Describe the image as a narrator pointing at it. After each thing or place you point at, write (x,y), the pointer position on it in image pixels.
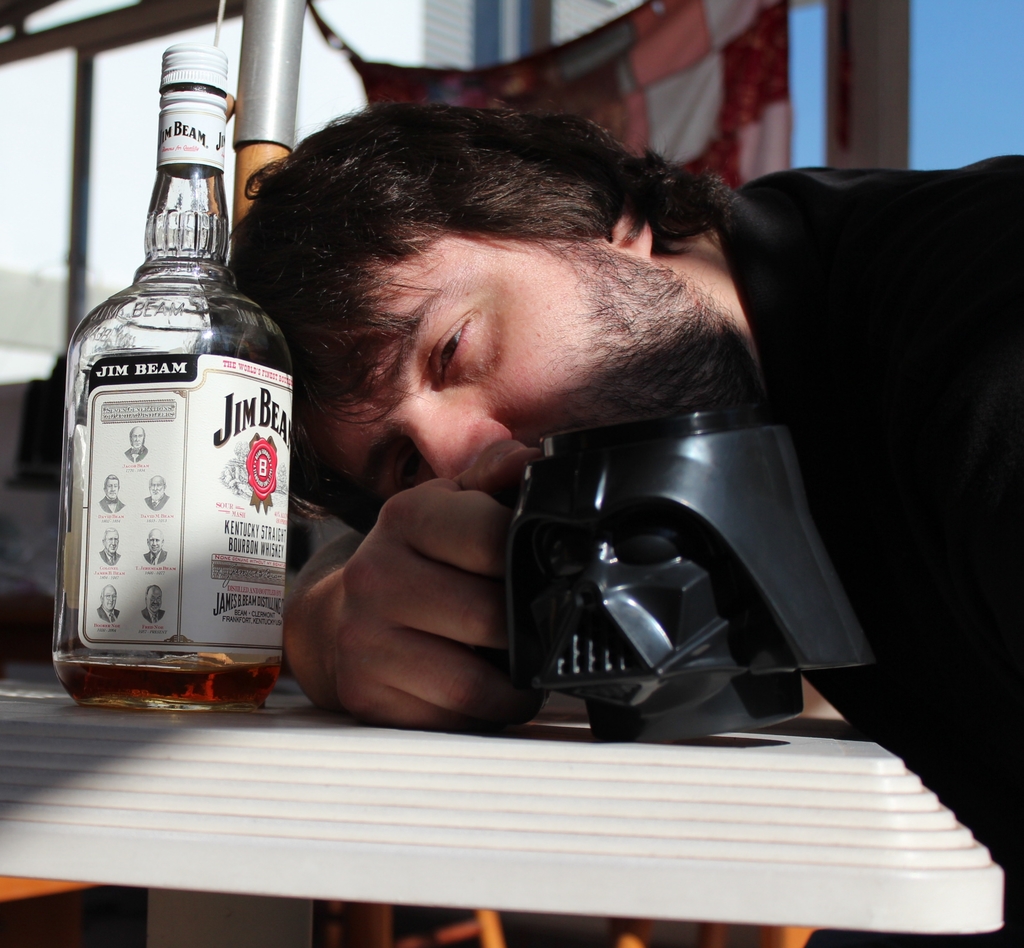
A man (656,284) wearing a black shirt (886,294) is holding a cup (576,532) and laying on the table (546,739). In front of him there is a bottle (217,360). In the background (709,115) there is a cloth (539,88) and a stand (282,128).
